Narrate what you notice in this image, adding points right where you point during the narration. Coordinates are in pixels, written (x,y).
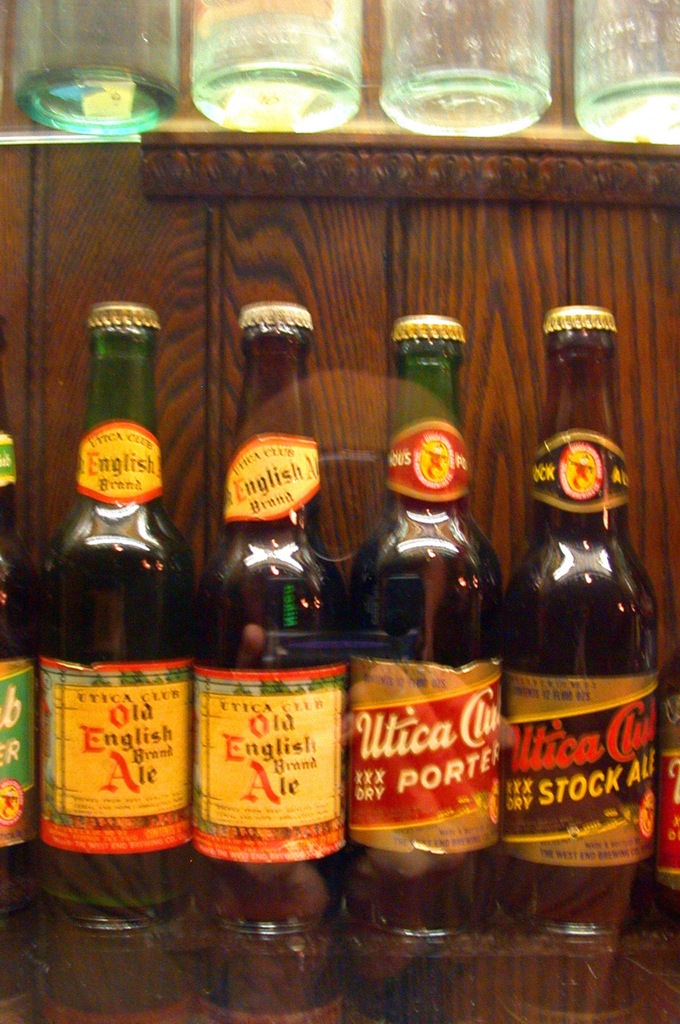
In this image we can see a beer bottles (301,645) are kept on this glass shelf (648,1023).
